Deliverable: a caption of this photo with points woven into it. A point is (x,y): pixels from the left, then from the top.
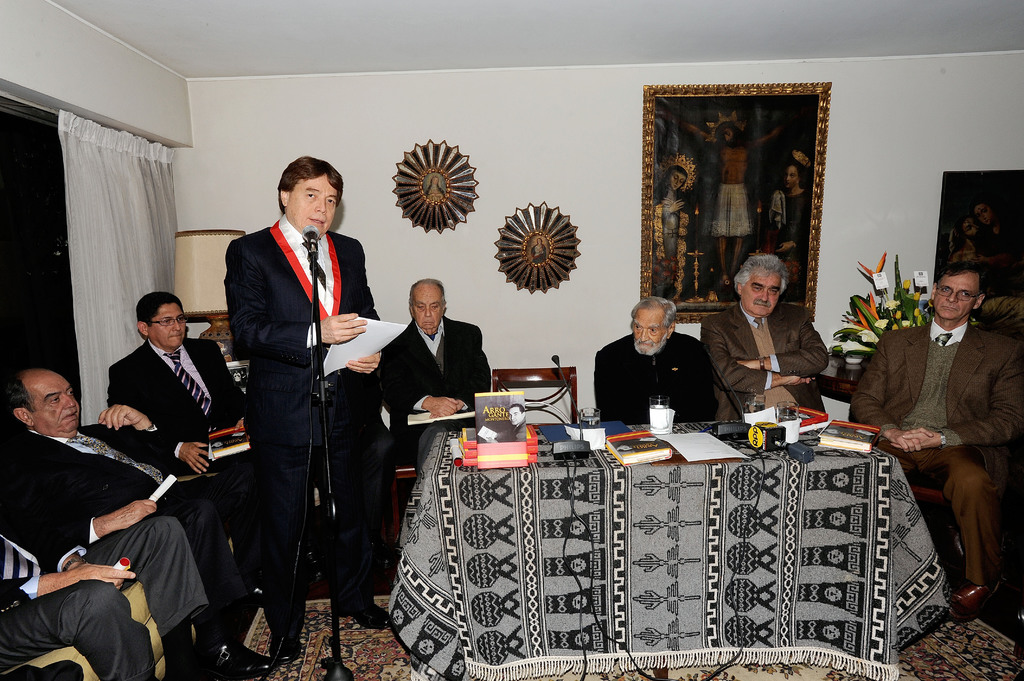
In this image I can see number of people (978,429) where most of them are sitting on chairs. Here I can see a man (263,273) is standing in front of a mic (312,233). On this table (449,477) I can see few stuffs (519,409).
